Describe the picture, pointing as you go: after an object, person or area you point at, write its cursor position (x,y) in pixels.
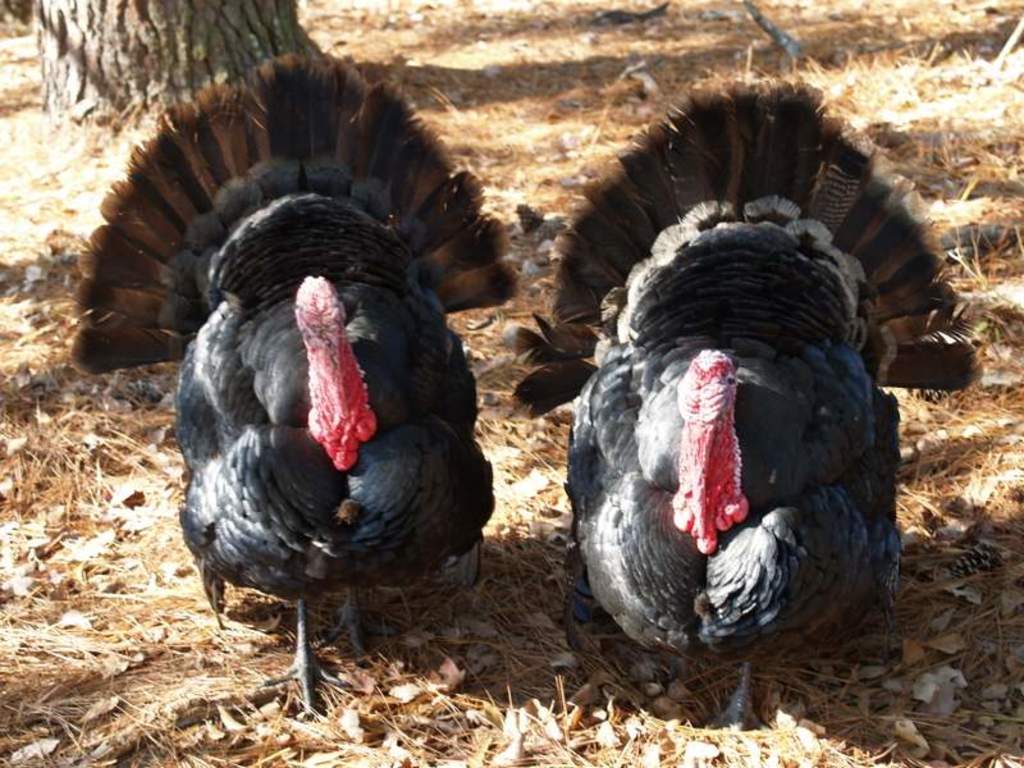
In this image I can see two birds (745,569) in black and red color and I can see dried grass (96,499) in brown color.
